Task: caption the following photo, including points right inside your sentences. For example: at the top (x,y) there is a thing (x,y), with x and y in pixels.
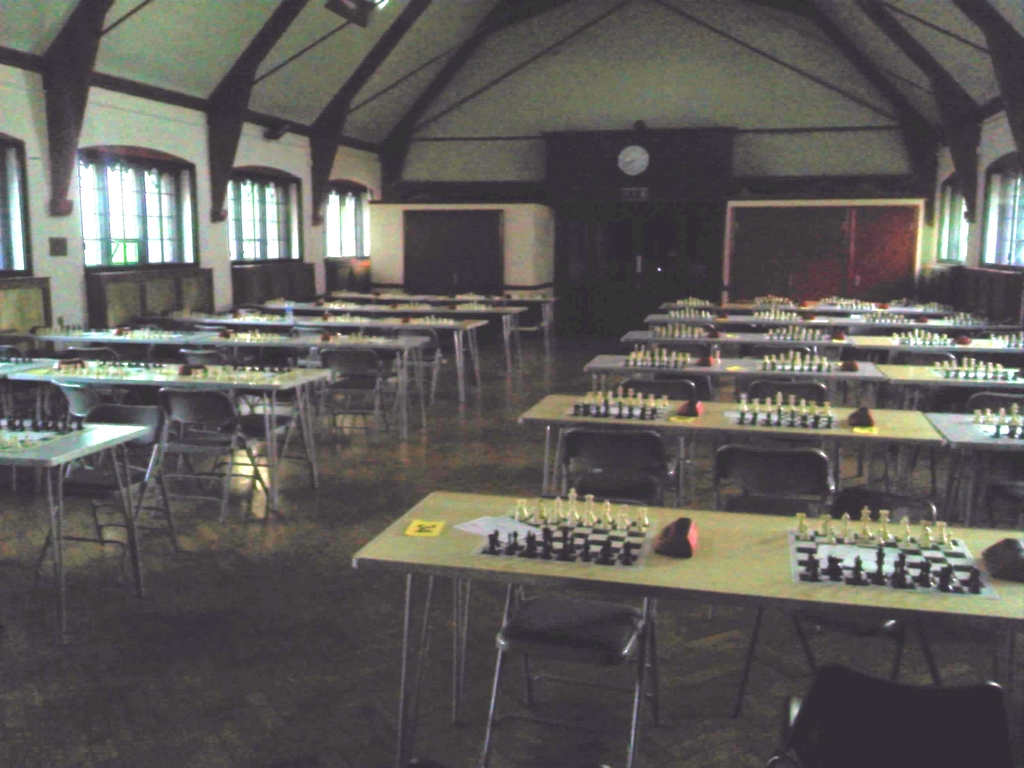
In this picture we can see chess pieces (76,374), chess boards (783,369) and objects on tables (478,575), chairs (376,355) and floor (224,654). In the background of the image (259,228) we can see windows (990,245), wall (592,71) and clock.
